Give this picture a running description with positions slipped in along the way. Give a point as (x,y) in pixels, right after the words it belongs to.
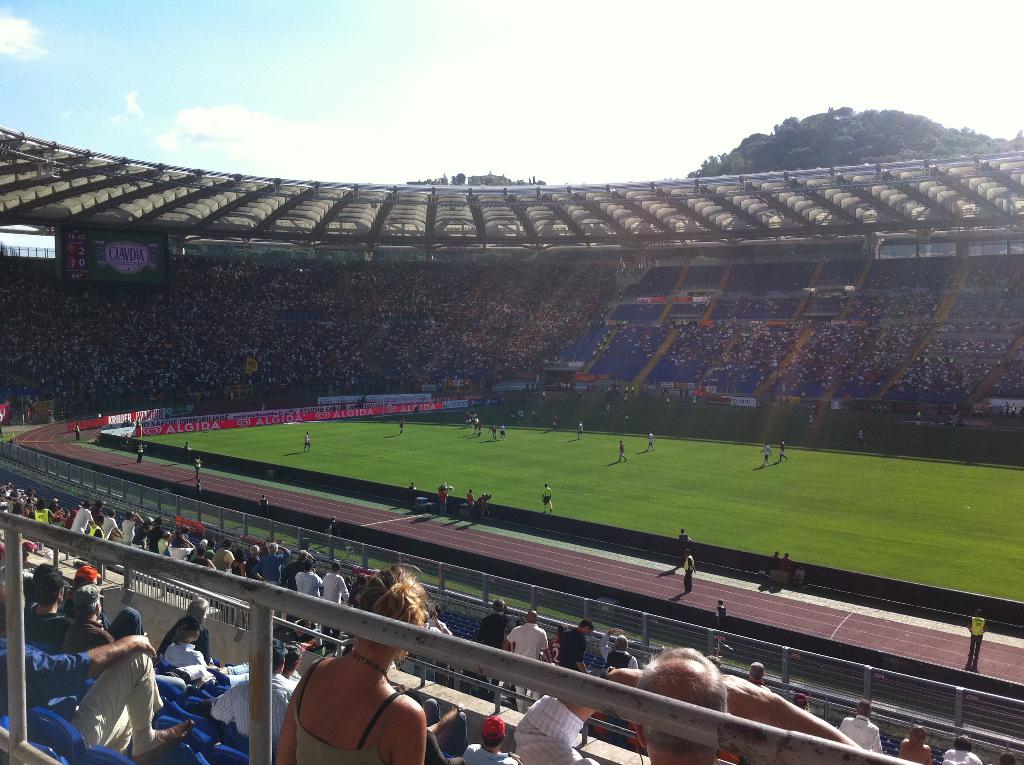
In this picture we can see a stadium (414,354), there are some people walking on the ground (452,438), we can see some people (21,502) standing and some people (116,634) sitting in the front (269,677), at the left bottom (220,688) there are some chairs (231,755), in the background (793,336) there are some people (522,349), we can see a screen (163,275) on the left side (94,244), there are some hoardings (282,410) in the middle (350,409), we can see trees (802,157) and the sky (676,165) at the top of the picture (657,34), we can also see fencing (215,525) in the middle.
